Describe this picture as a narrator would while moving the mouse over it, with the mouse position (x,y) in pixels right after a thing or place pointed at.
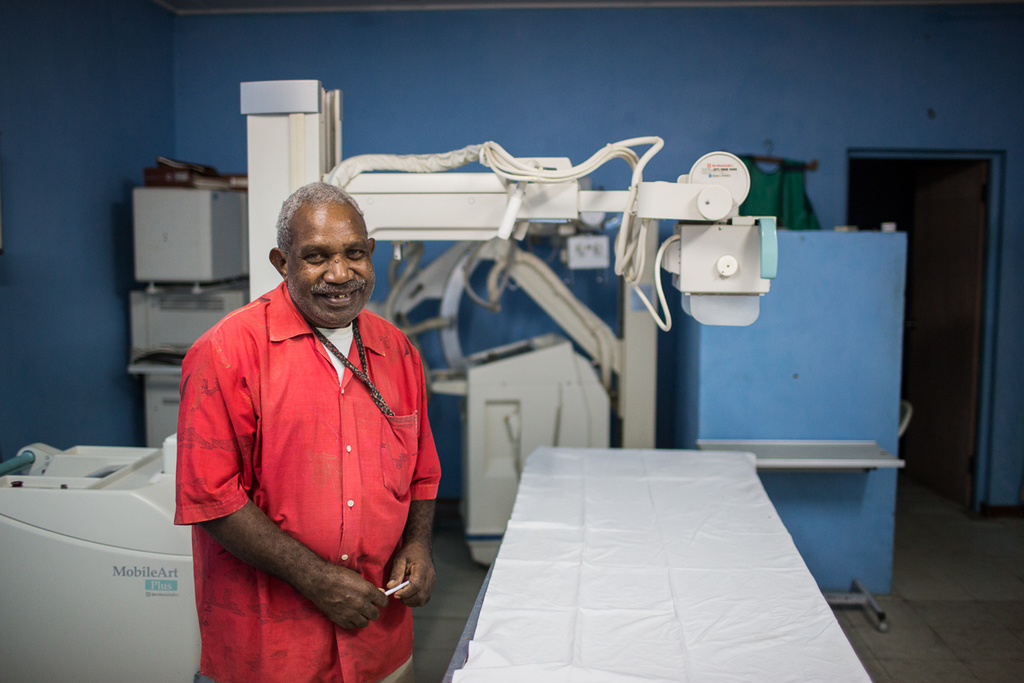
In this picture, we can see a person (328,467), and the ground (424,624) with some objects (730,405) like machines (398,306), table (675,603) covered with white cloth (715,591), and we can see the wall (1007,251) with door (922,188), and some object (810,169) attached to it.
